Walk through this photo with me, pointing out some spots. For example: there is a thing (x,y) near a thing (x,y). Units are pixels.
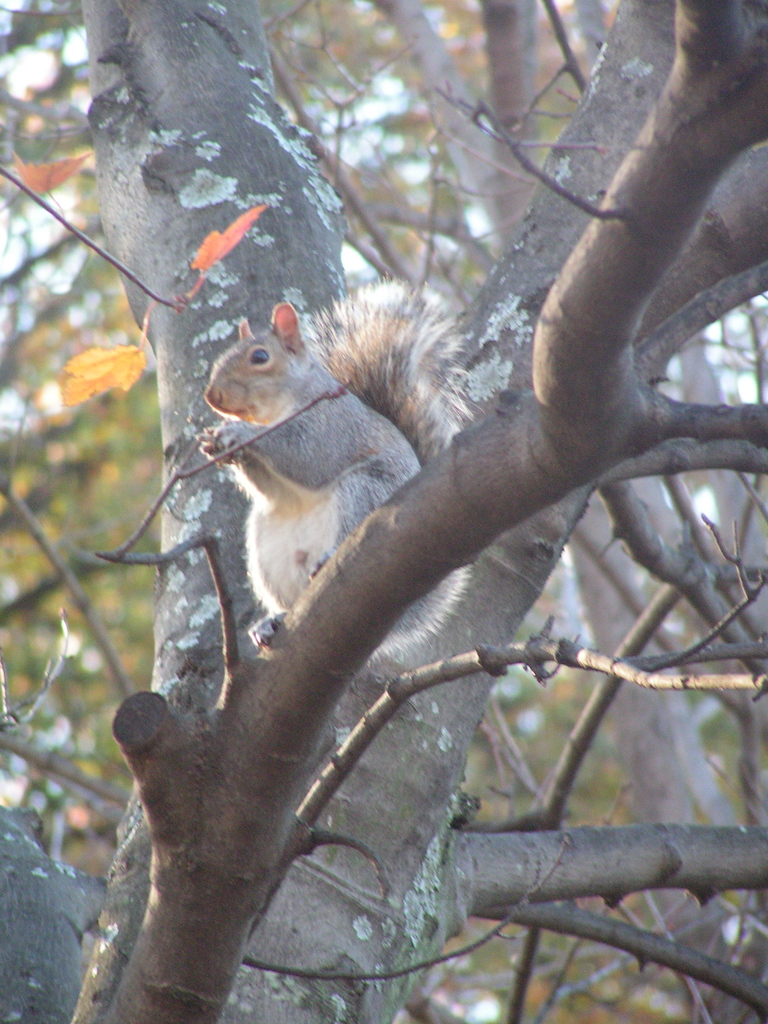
There is a tree (339,670) and a squirrel (303,419) is sitting on the branch (407,497) of a tree (247,283).
